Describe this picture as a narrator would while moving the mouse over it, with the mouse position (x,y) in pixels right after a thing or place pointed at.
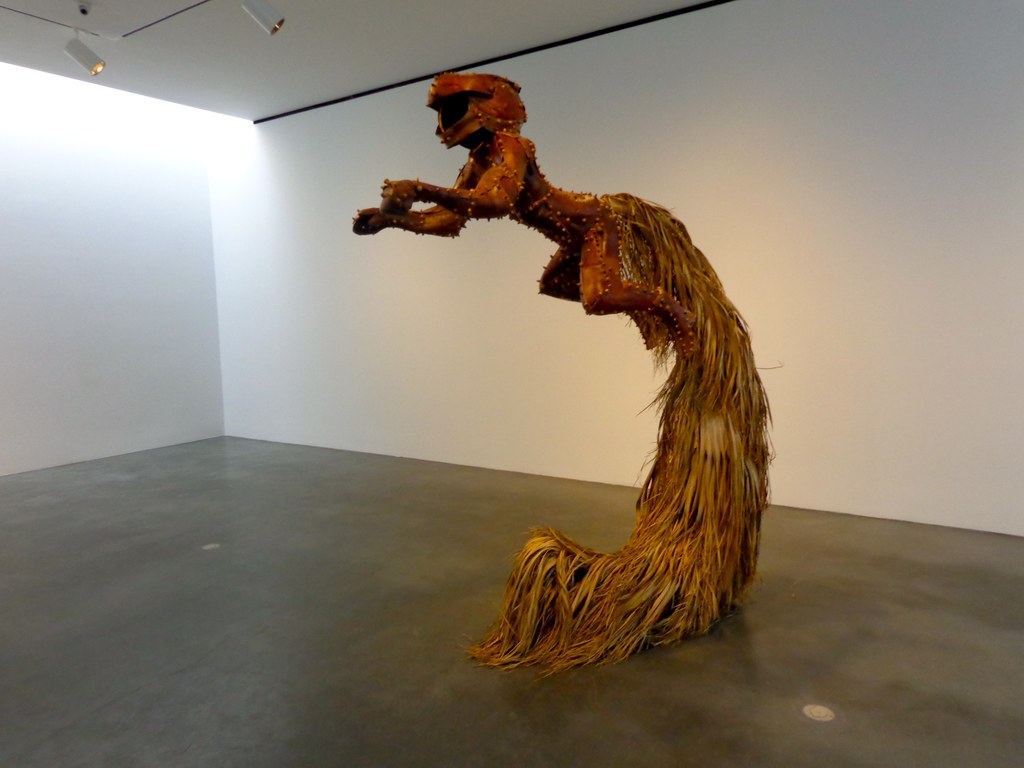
This image is taken indoors. In the background (359,300) there is a wall (310,163). At the bottom of the image (458,657) there is a floor (417,532). At the top of the image (341,36) there is a ceiling (306,28) and there is a CC camera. In the middle of the image (606,283) there is an artwork (506,151) with metal (492,170) and grass (641,243).
